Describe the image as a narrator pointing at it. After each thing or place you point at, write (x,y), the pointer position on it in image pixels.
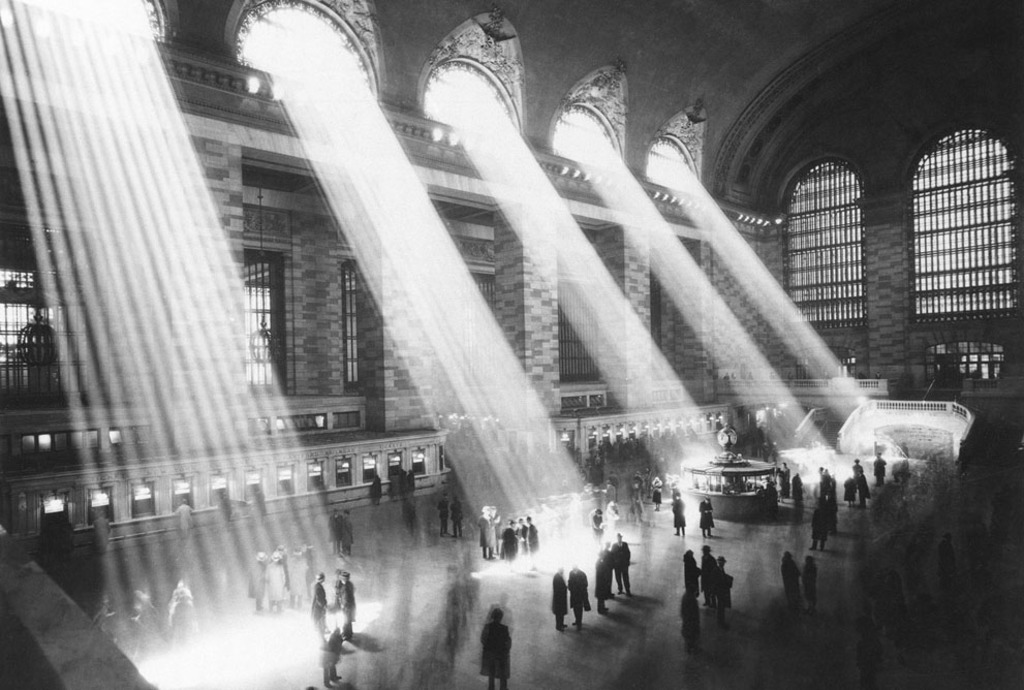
In this image we can see some group of persons (499,519) standing in a room (678,631) and we can see some doors (985,370), windows (817,212), ventilators (655,177) and we can see some stairs (866,405).
